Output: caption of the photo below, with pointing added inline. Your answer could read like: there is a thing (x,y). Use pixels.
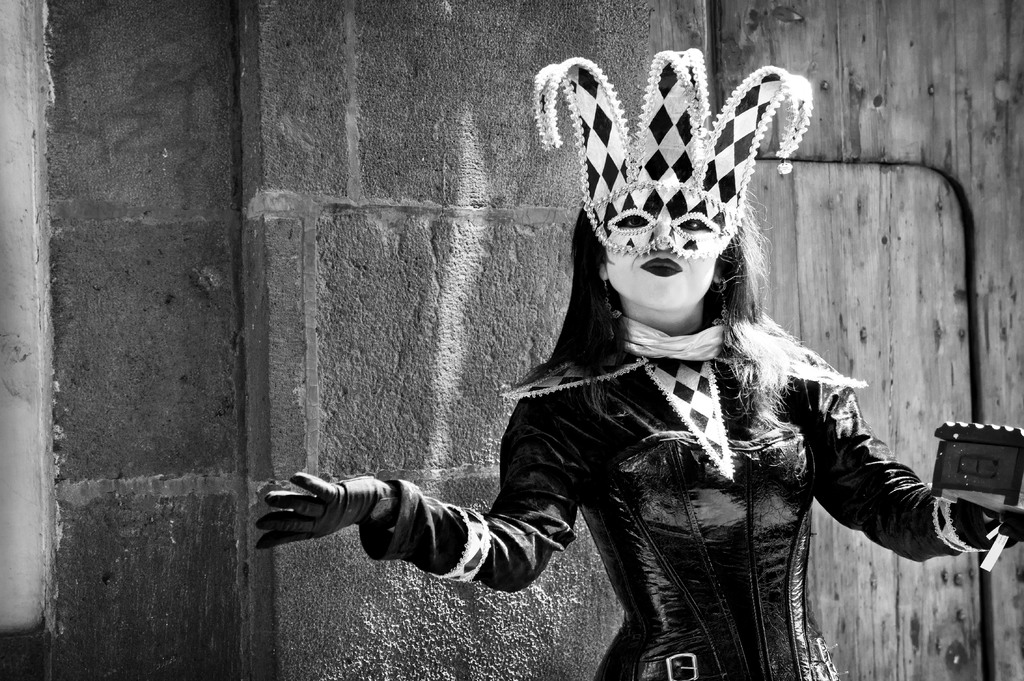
It is a black and white image. In this image we can see a woman (777,414) wearing the hand gloves (327,508) and holding an object (950,435) and also wearing the face mask (672,86). In the background (358,232), we can see the wall (358,232) and also the wooden door (970,297).
